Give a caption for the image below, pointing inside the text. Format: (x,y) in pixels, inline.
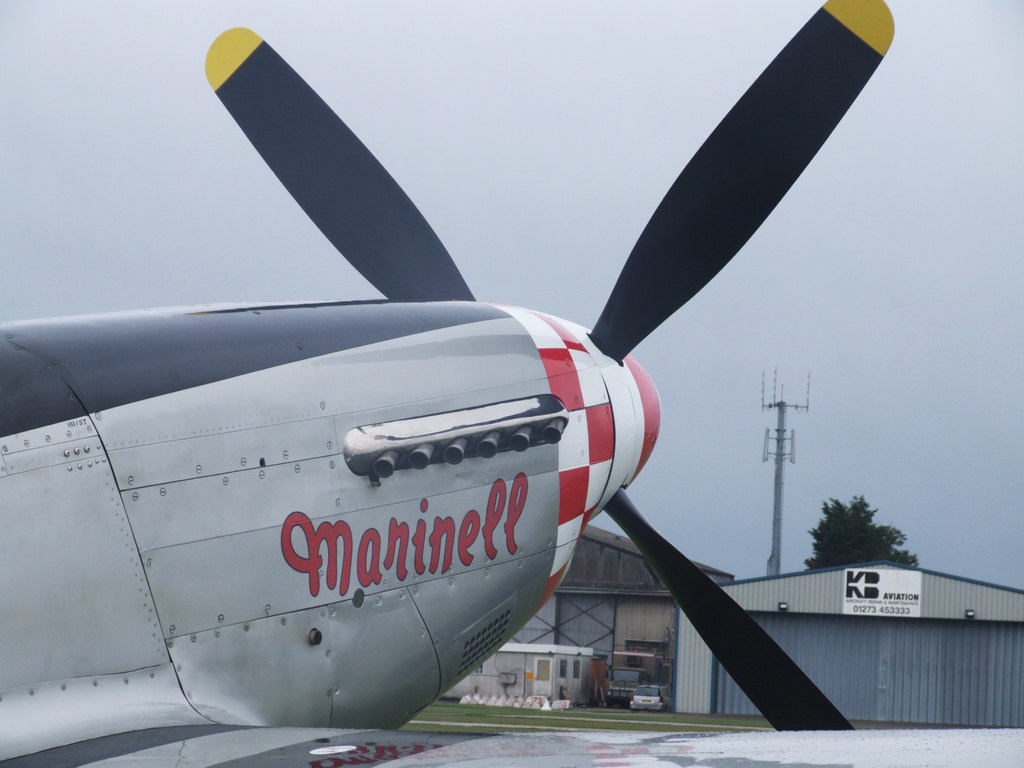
In the middle of the image (360,330) we can see a plane (965,741). Behind the plane (215,752) we can see some sheds (753,595), vehicles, poles (771,560), trees (835,528) and grass (430,706). At the top of the image (883,208) we can see the sky (39,27).
